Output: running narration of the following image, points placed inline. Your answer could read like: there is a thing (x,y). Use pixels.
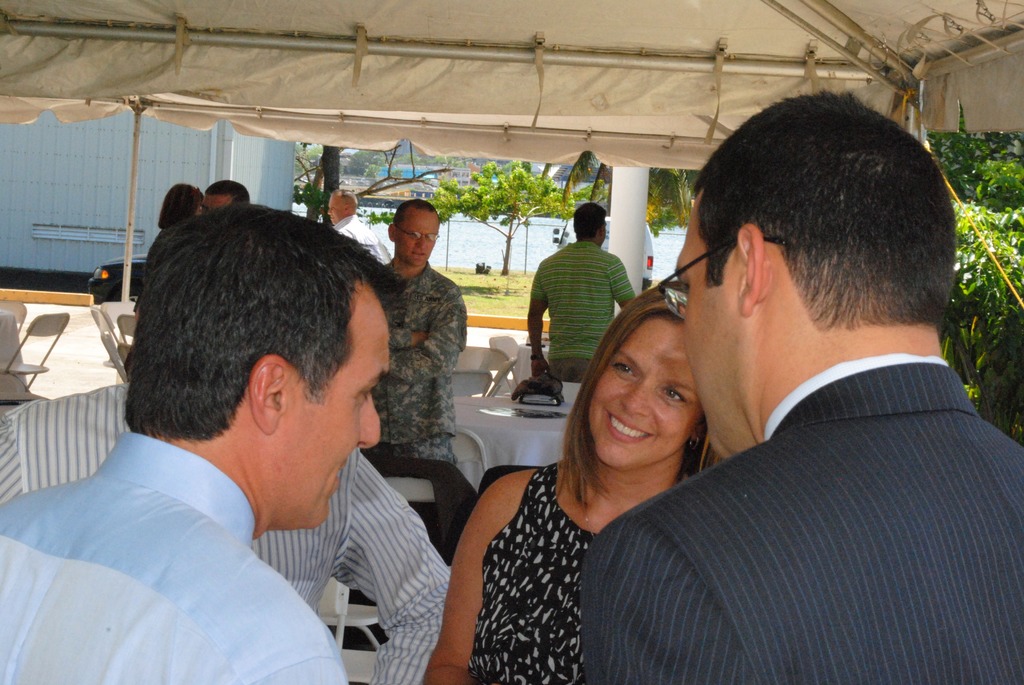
In this image we can see the people (434,445) standing under the tent (266,42). We can also see the chairs (48,336) and also the tables (499,398). In the background (450,187) we can see the trees (505,186), grass (518,295), wall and also the buildings (474,167). We can also see the vehicles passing on the road (37,289).
